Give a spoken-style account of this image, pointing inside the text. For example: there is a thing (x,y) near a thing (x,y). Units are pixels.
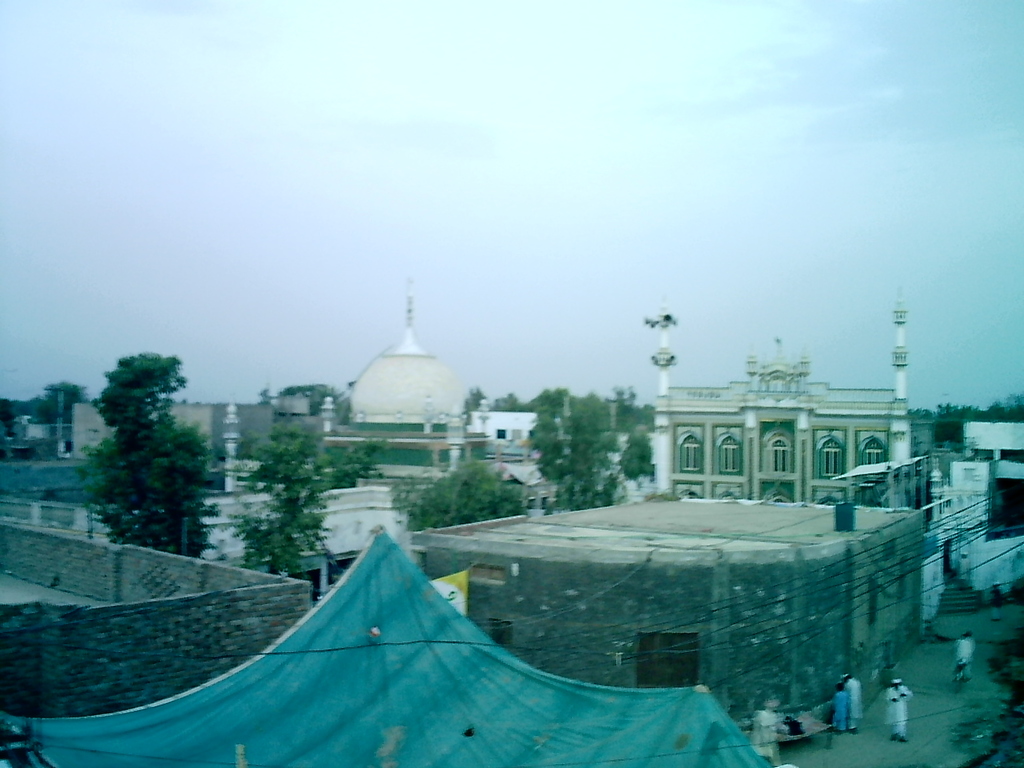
In this picture we can see few buildings (775,464), cables (827,602) and few people (892,689), in the background (267,371) we can see few trees (130,497) and clouds (750,188).
